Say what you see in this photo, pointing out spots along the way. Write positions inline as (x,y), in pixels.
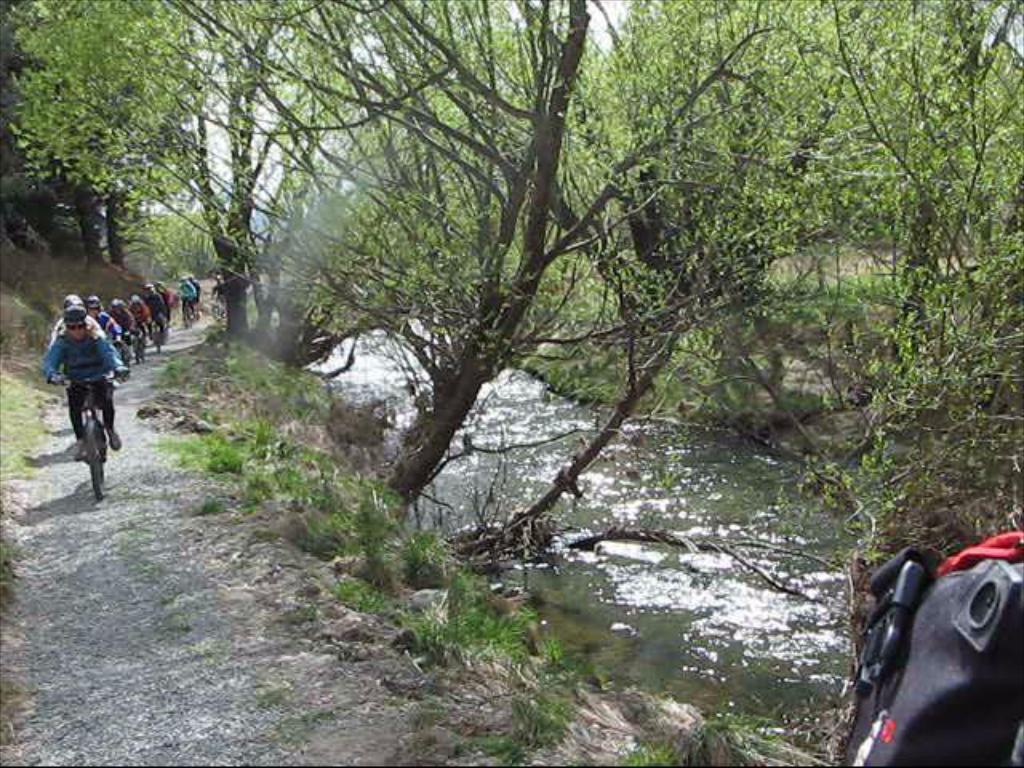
On the left side (96,302) a group of people (187,308) are riding the cycles (144,340), in the middle (358,341) water (522,395) is flowing and there are green color trees (732,262) in this image.
